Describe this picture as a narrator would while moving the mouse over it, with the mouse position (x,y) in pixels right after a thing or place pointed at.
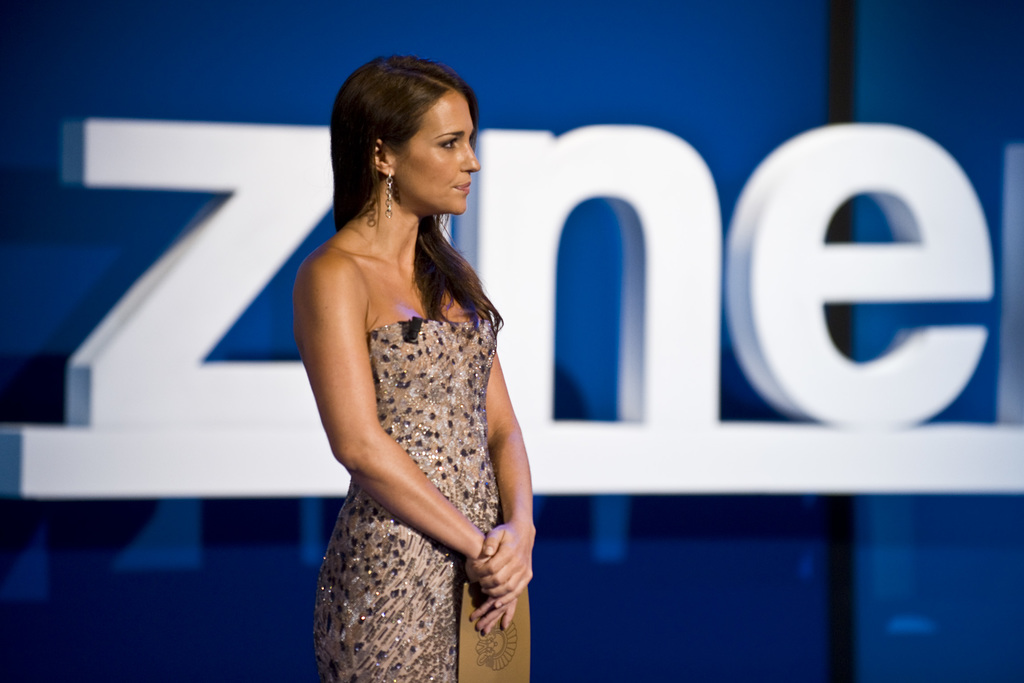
In this picture I can see there is a woman (522,556) standing here and she is wearing a cream color dress (423,591) and holding a card (496,630) and in the backdrop (715,108) I can see there is a blue color banner (727,98).
